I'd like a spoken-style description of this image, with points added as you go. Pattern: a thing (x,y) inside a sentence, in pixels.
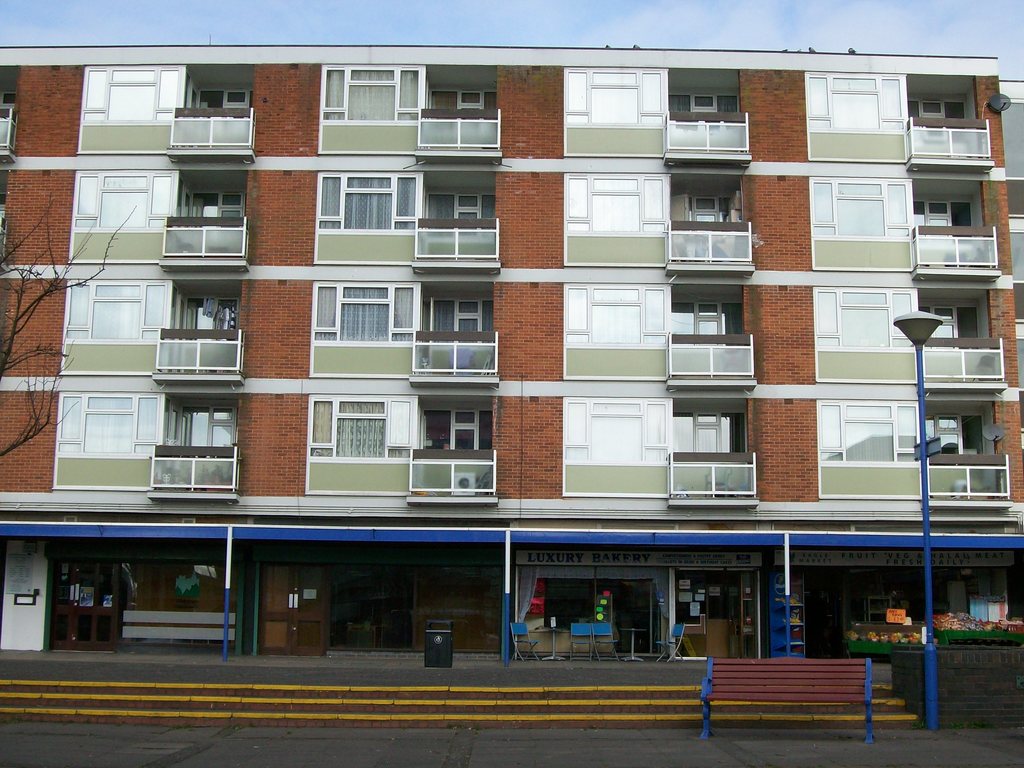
This is the picture of a building (406,491) to which there are some windows (407,451), grills (439,361) and also we can see something's arranged and a pole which has a lamp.
